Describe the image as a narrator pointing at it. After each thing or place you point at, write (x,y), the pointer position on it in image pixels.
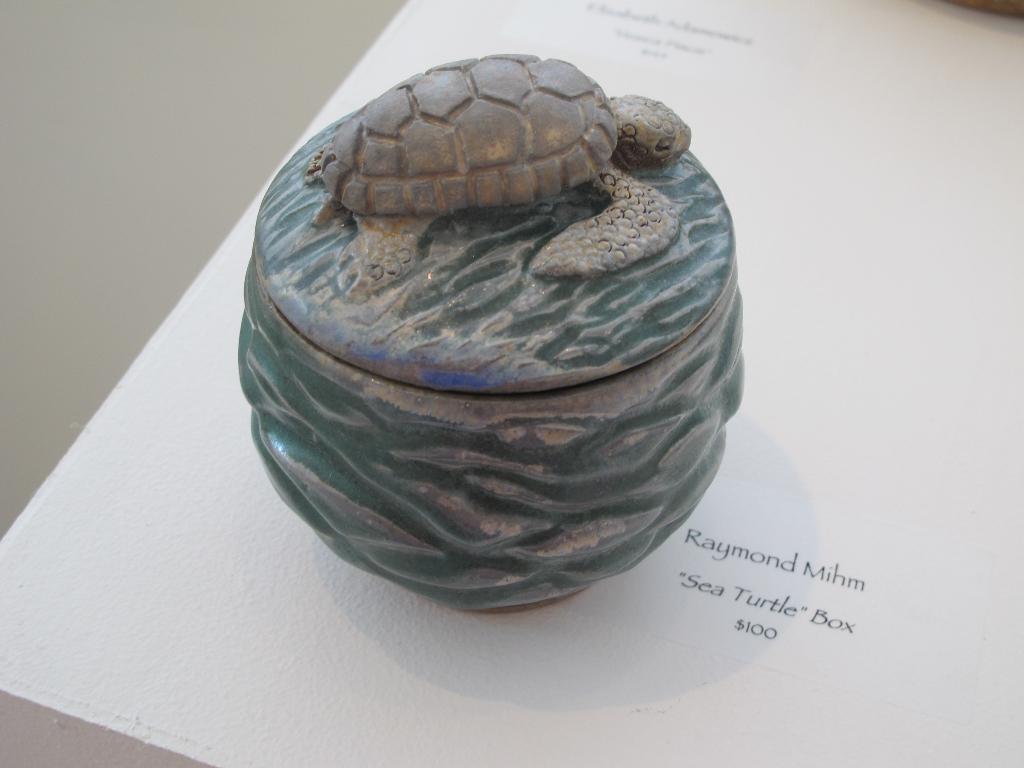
In the center of the picture (605,441) there is a box (482,253), on it there is a turtle (514,167). In the picture there is a paper (781,558), on the table (40,631).
